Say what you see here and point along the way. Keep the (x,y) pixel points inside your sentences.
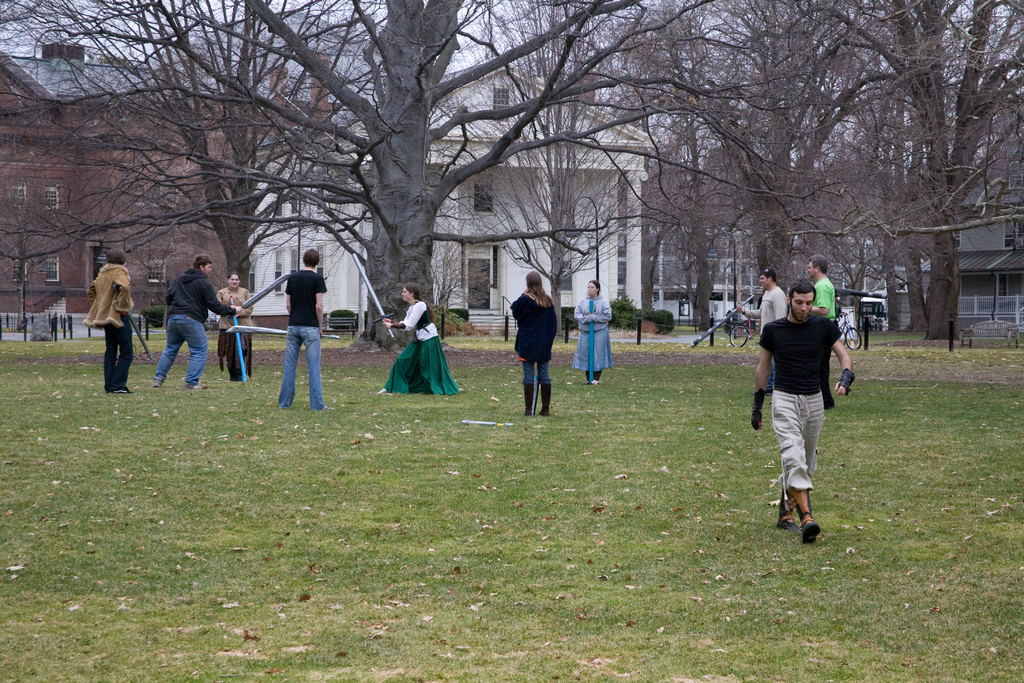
In the background (503,132) we can see the buildings (7,148), windows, stairs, small poles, plants (236,173). We can see bicycles (849,337). In this picture we can see the people (545,311) and it seems like they are playing a game. Few are holding objects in their hands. On the right side of the picture (807,332) we can see a man (805,332) is walking. At the bottom portion of the picture (637,562) we can see dried leaves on the grass (473,560).
